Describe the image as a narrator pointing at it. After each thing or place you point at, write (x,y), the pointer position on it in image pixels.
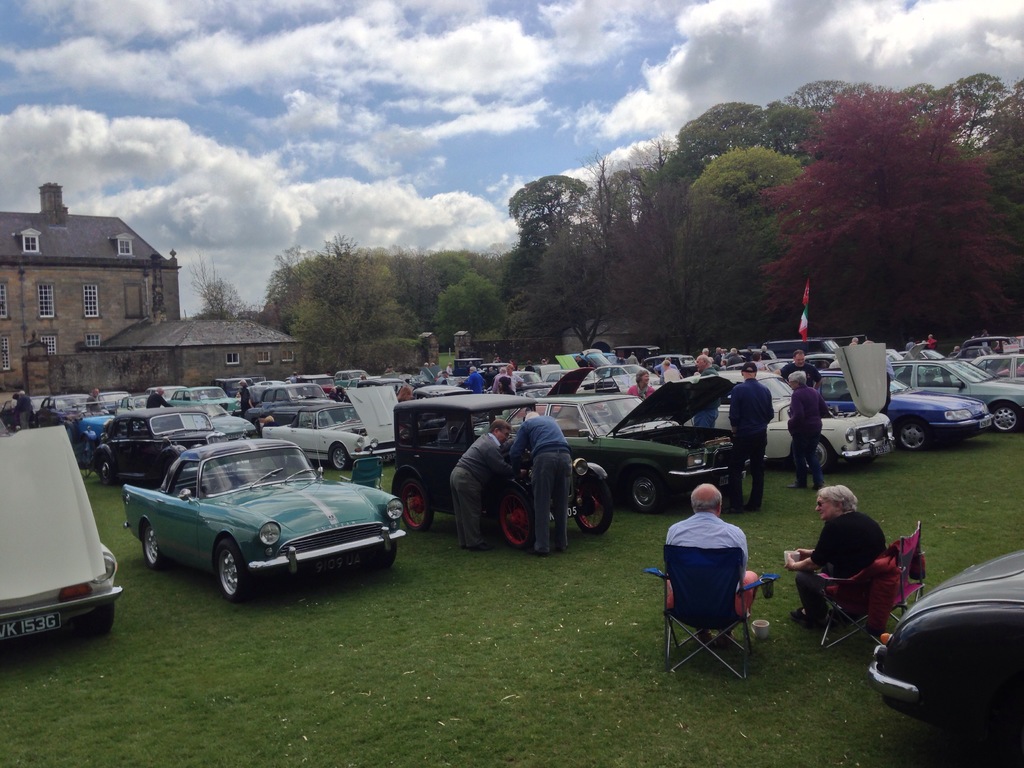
There are people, few people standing and these two people (711,541) sitting on chairs (711,555). We can see vehicles (431,375) on the grass (270,636). In the background (701,199) we can see building (95,265), house (214,327), flags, trees (820,143) and sky (521,98) with clouds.
